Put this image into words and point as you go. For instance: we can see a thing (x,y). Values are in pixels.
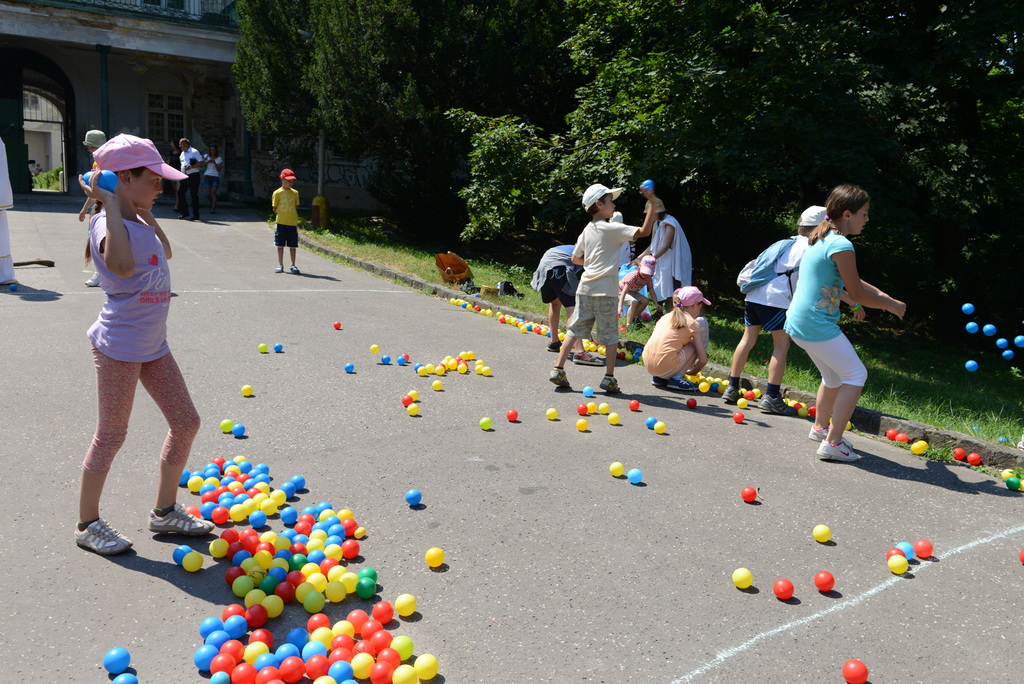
In this image I can see some balls (260,566) on the road (441,474). I can see some kids (573,297). On the right side (796,128), I can see the trees (601,90). In the background (197,106), I can see a house (126,75).
